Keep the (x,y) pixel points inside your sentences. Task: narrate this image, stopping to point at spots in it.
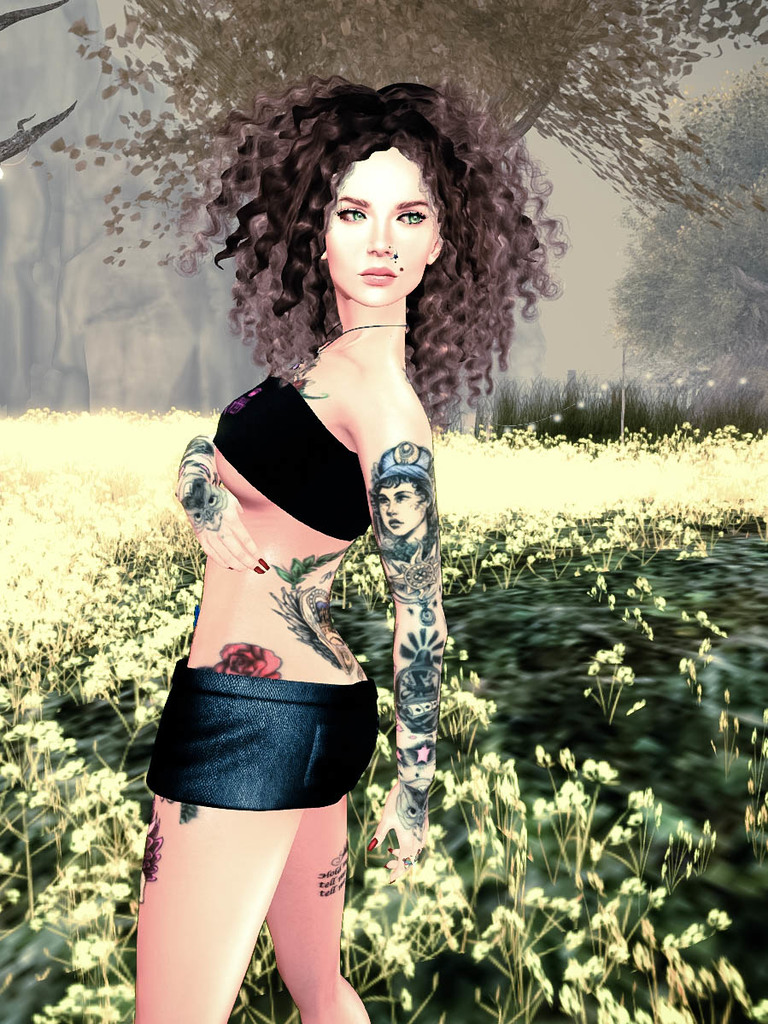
It is an animated image, in this a girl (402,644) is looking at this side, she wore black color top (352,519) and short (334,733). There are Tattoos (402,679) on her hand (426,592), at the back side (388,707) there are plants (579,685) and trees (388,67). On the left side (130,214) there is a hill (120,273).
